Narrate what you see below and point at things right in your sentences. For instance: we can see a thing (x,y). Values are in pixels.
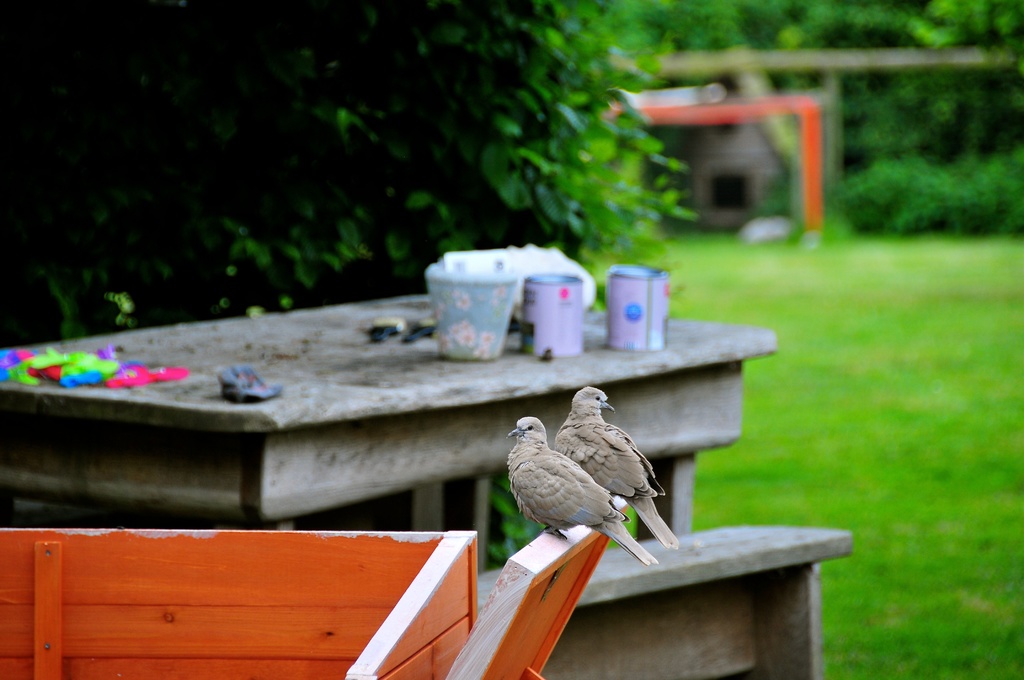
In this picture we can see two birds (578,484) on a wooden object (442,622). Here we can see a table (404,417), bench (751,585), grass (854,575), and plants (407,286). On the table (187,343) we can see boxes (633,326), brushes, and objects (459,331). In the background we can see a hut (756,129) and trees (844,21).
